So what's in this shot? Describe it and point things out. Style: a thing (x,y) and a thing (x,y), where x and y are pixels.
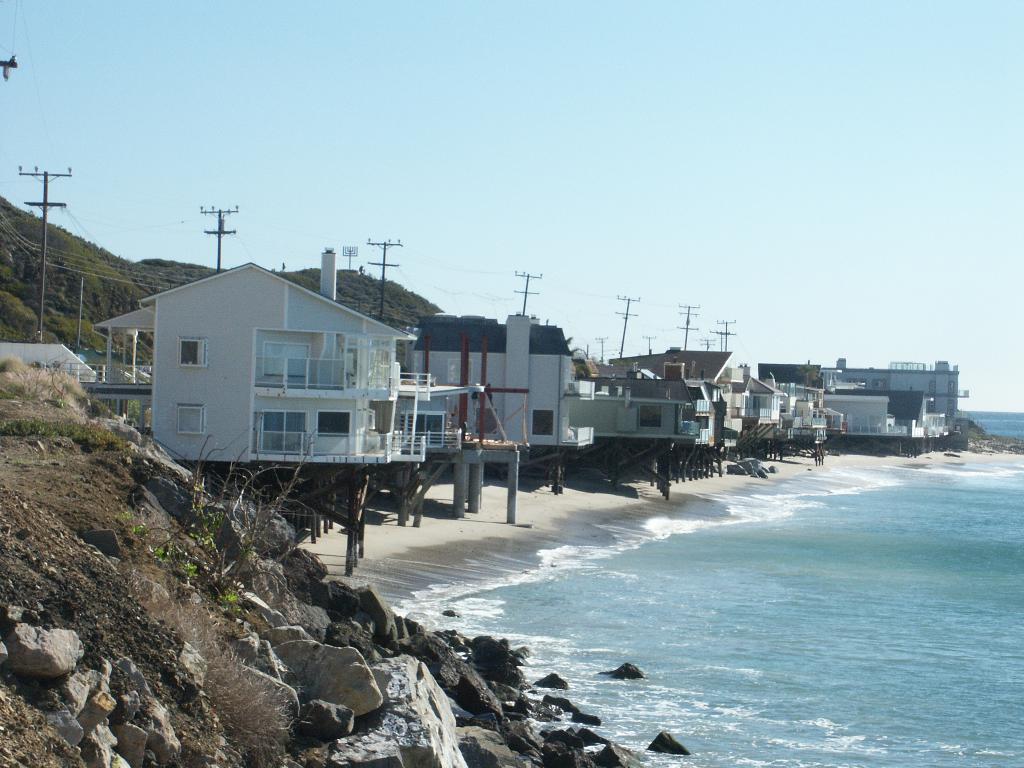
In this image I can see the water (694,679), background (176,331) I can see few buildings (279,448) in white and brown color, few electric poles (46,233), trees (61,235) in green color and the sky (648,102) is in blue and white color.
